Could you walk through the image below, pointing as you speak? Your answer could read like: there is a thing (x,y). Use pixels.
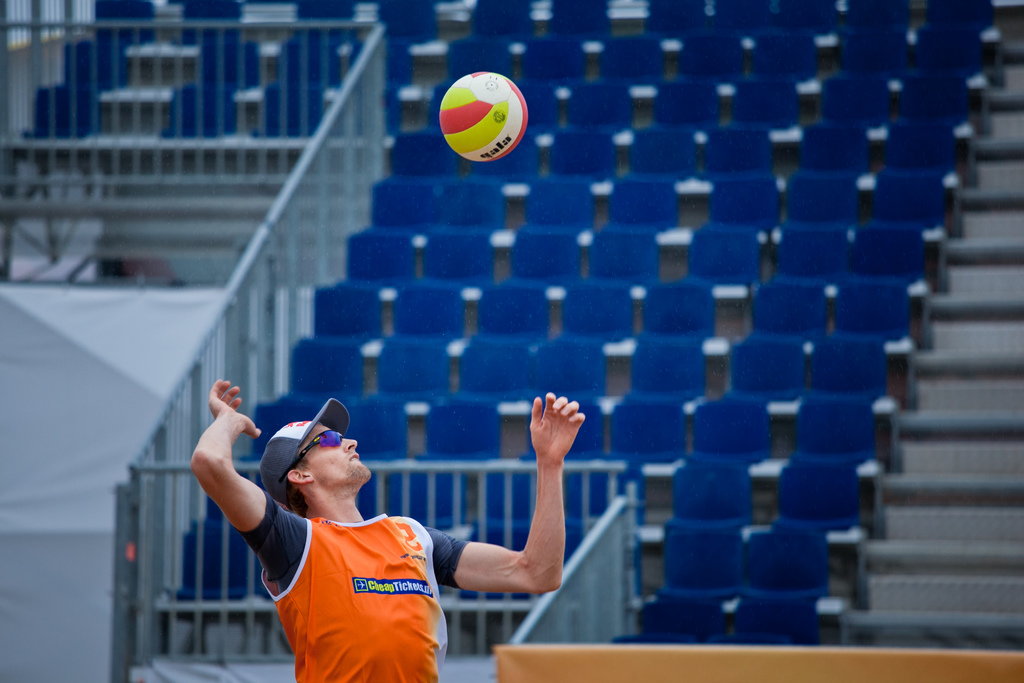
In this image there is a man (332,596) standing, trying to hit a ball (458,95), in the background (396,95) there is a railing (563,615) and chairs (628,240).
